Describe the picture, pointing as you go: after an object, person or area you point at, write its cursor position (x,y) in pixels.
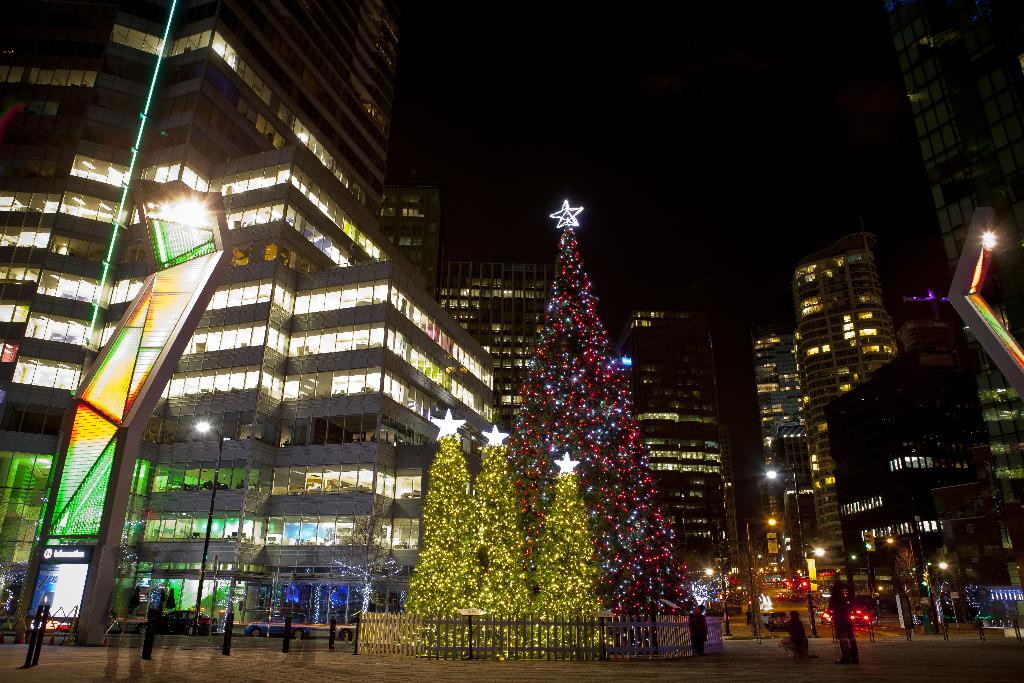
In the foreground of the image (496,574) we can see Christmas tree (435,501) with lighting (557,589) on it. Group of persons (803,625) are standing on the road (734,660). In the background (997,547) there are several buildings (883,341) and sky (634,169).
